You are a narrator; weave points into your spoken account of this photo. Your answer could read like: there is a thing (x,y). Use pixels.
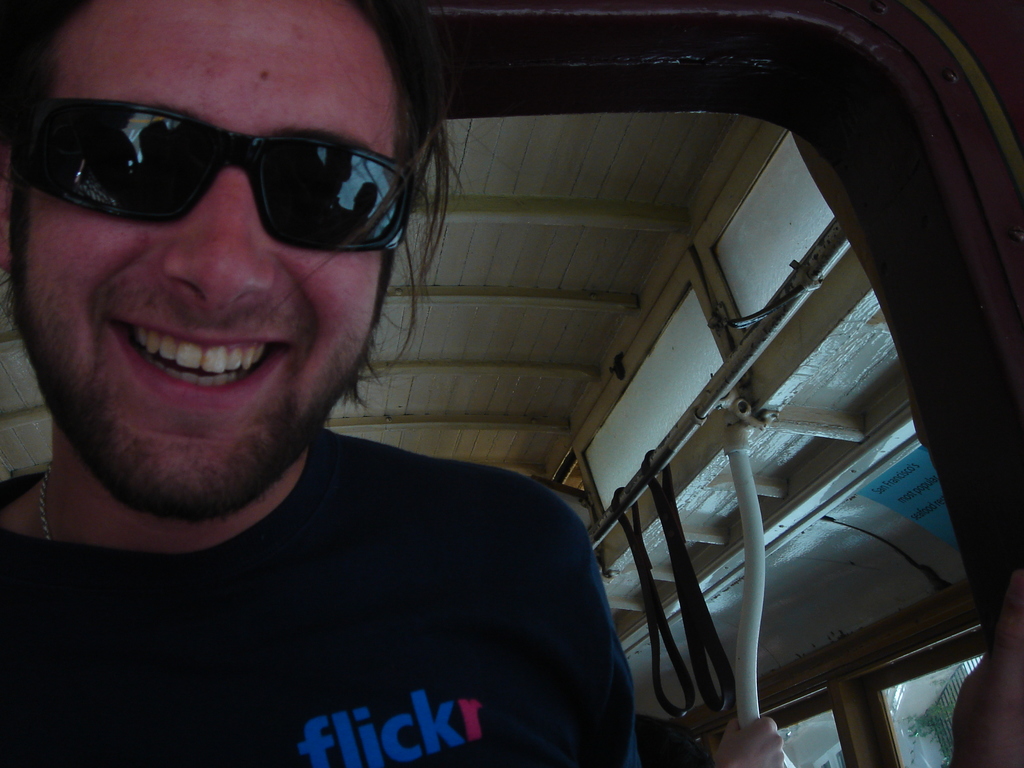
In this image there is a man (266,385) inside a vehicle (708,169), there is a person's hand (750,743) towards the bottom of the image (741,734), there are windows (907,715), there is a building (815,738), there is a plant (921,725), there is a metal rod (766,337), there is a wooden roof (525,261).
